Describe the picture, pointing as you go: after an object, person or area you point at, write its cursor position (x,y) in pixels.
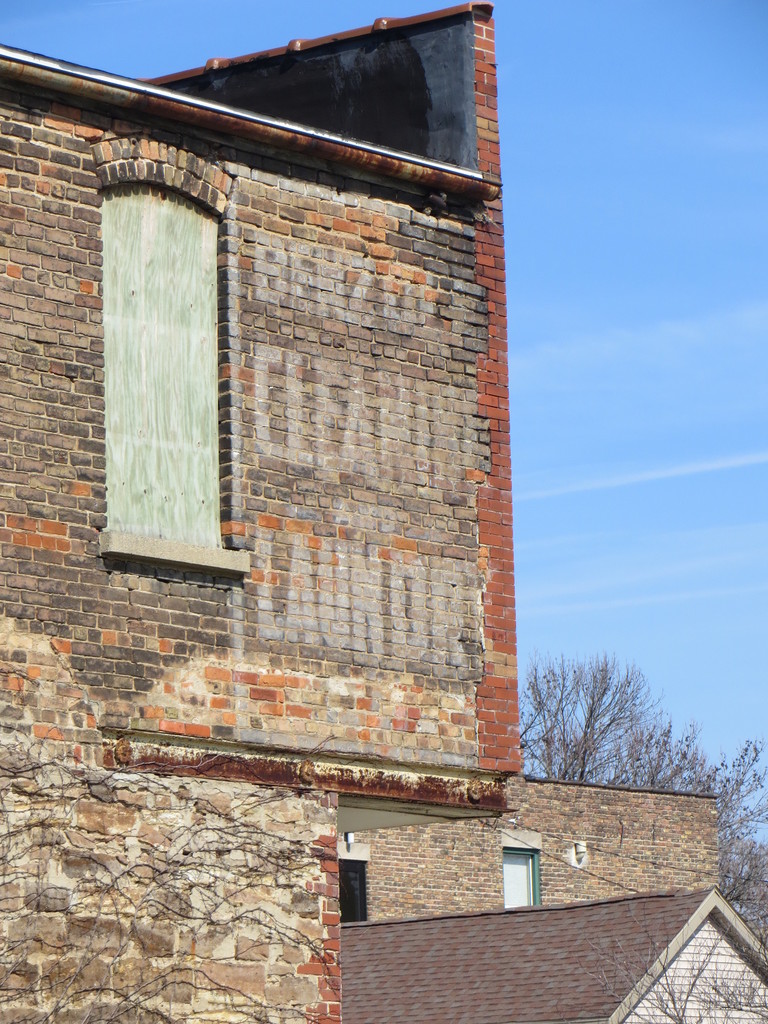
In this image we can see a few buildings (422,854), there are some trees (666,749), windows (207,542) and a door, in the background (603,345) we can see the sky (630,593).
